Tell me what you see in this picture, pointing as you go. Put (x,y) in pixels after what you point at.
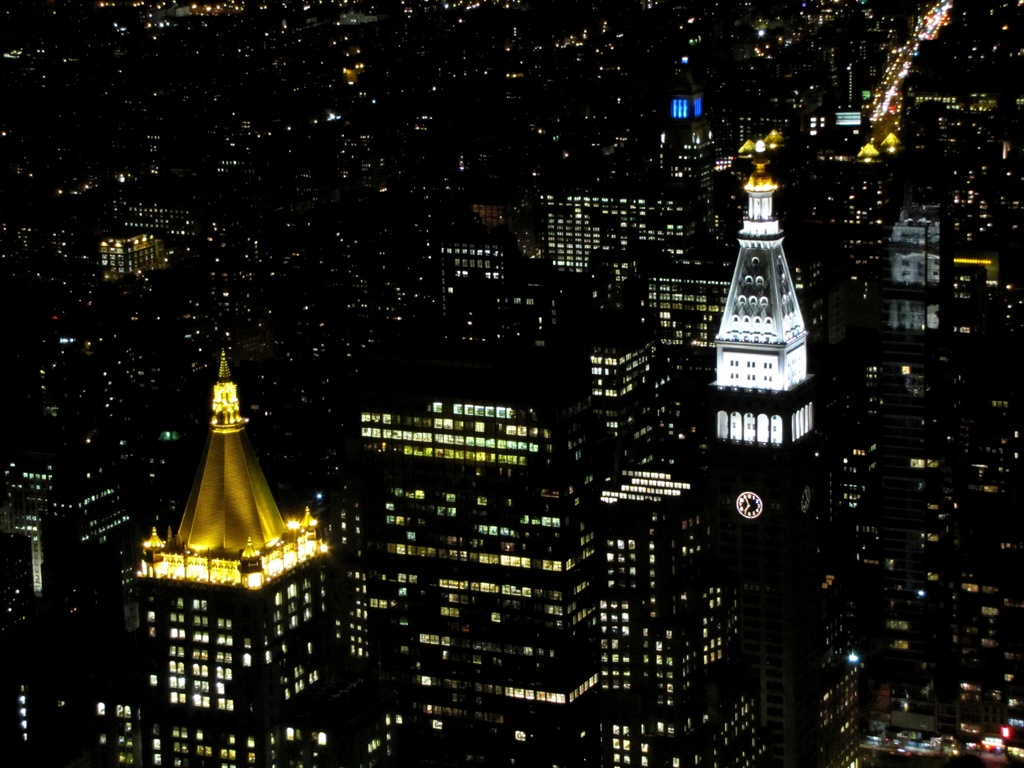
In this image we can see a group of buildings (778,429) with lights (748,227) and a clock (745,501) on a tower (784,527).
